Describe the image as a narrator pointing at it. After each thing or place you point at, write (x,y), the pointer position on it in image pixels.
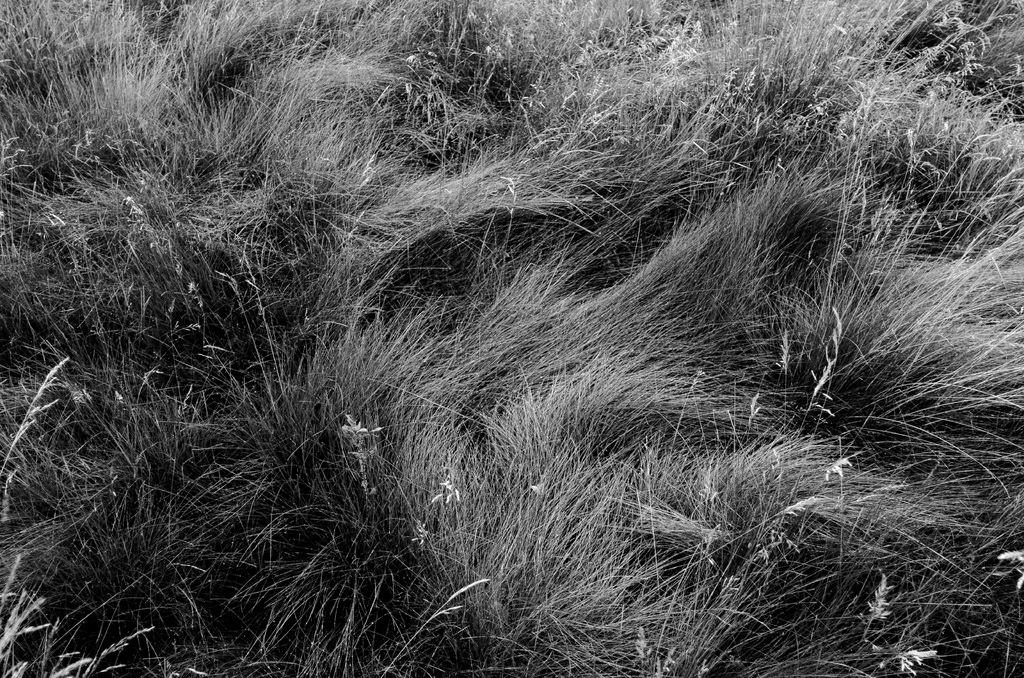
This is a black and white image. I can see the grass (463,371).
